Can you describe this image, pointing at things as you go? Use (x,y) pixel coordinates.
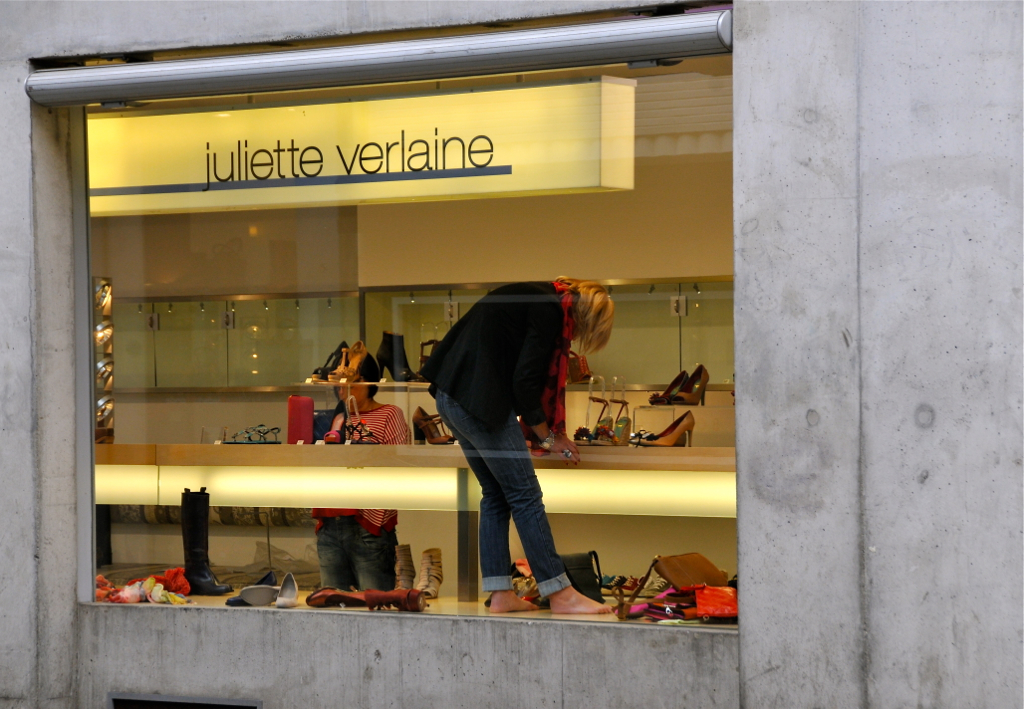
In this image we can see a lady (529,551) standing on the wall (526,665). There are objects (609,594). There is a shelf (234,394) in which there are footwear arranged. At the top of the image (96,124) there is a board (248,131) with some text (263,153) and light (297,132). To the right side of the image (835,309) there is wall (808,555). There is a lady (321,548) standing in center of the image (343,397).
